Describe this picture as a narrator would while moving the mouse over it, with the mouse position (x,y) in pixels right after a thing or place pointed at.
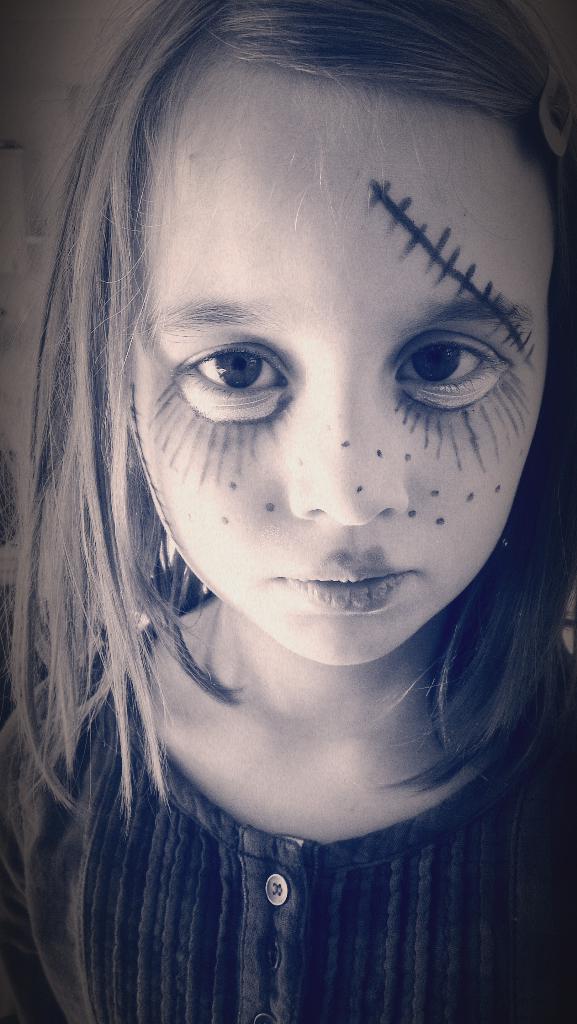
In this picture there is a girl (360,329) in the center of the image (340,385) with a painted face (331,327).
